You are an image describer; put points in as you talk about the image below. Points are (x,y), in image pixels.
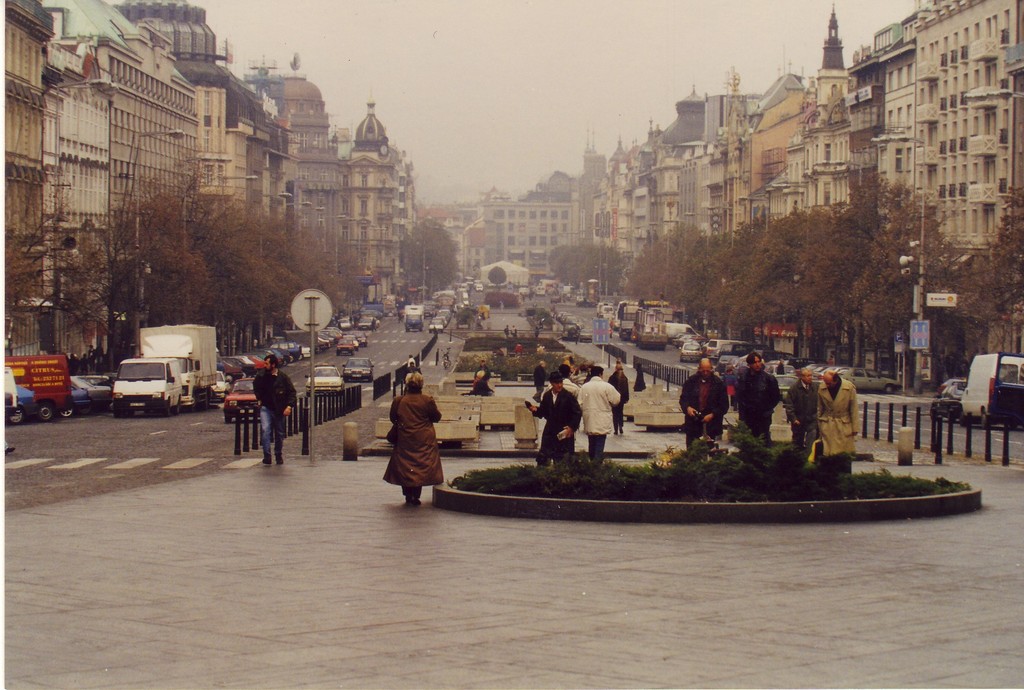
In this image, we can see a planter (672,471) and there are many people (760,369) and vehicles (375,314) on the road (530,287). In the background (273,292), we can see poles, name boards (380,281), sign boards (300,312), trees (255,276), buildings (320,186).
